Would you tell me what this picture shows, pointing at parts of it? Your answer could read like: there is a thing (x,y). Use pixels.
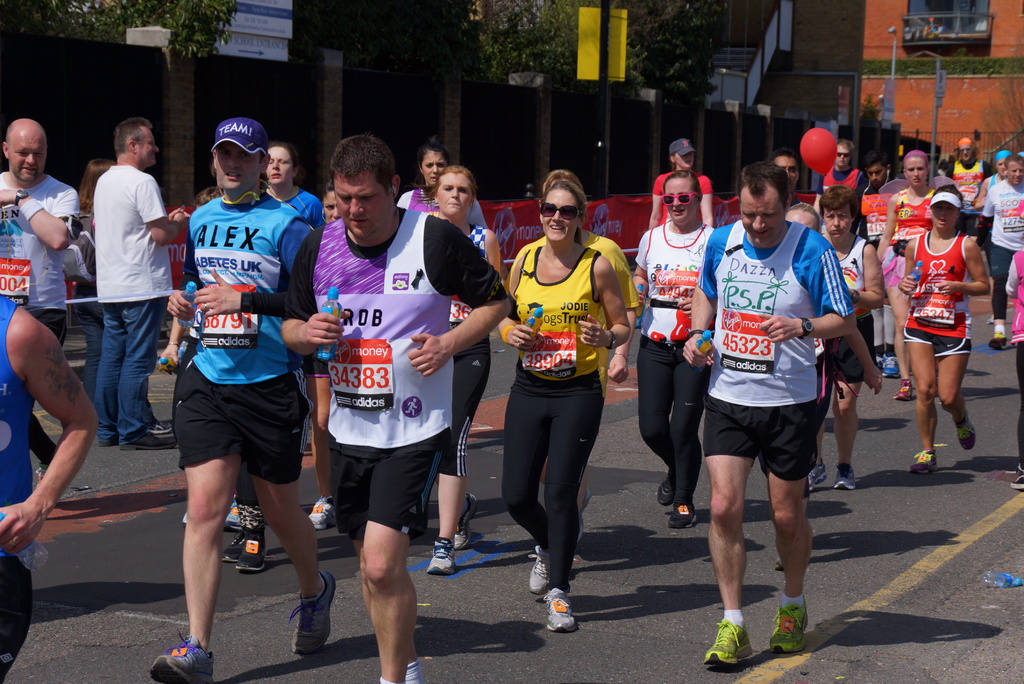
In this image there are a few people (592,261) running on the road (639,549). In the background (573,80) there are buildings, trees (523,48), poles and a banner (589,72).
